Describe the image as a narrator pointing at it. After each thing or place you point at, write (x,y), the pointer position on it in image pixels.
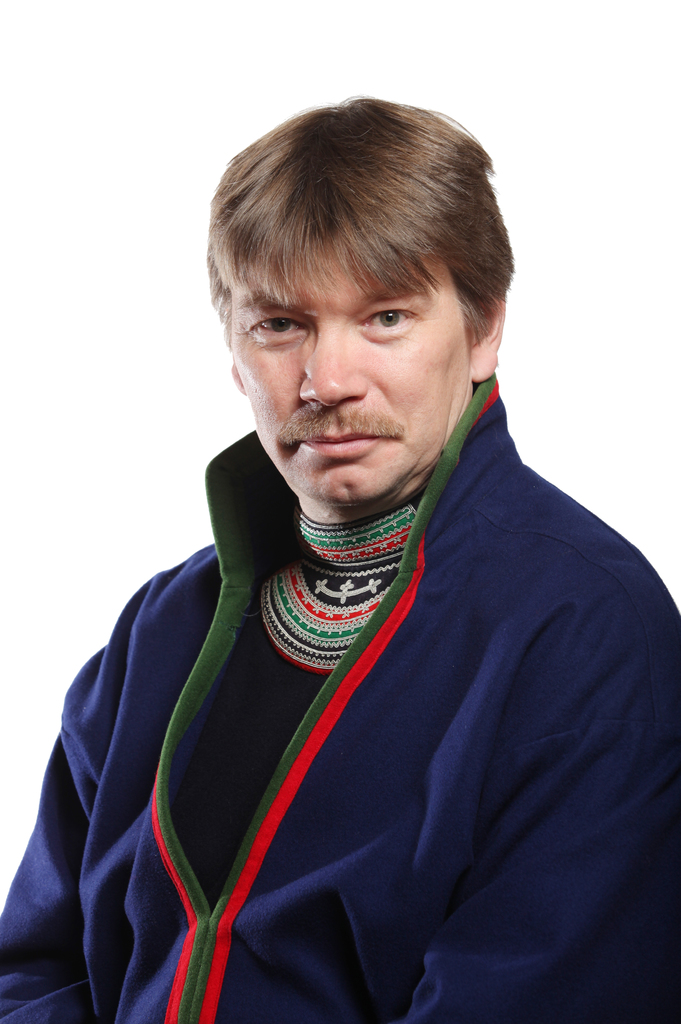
In the image in the center (408,604) we can see one man (361,592) standing and he is not smiling, which we can see on his face (348,497). And he is wearing blue color jacket (427,688).
